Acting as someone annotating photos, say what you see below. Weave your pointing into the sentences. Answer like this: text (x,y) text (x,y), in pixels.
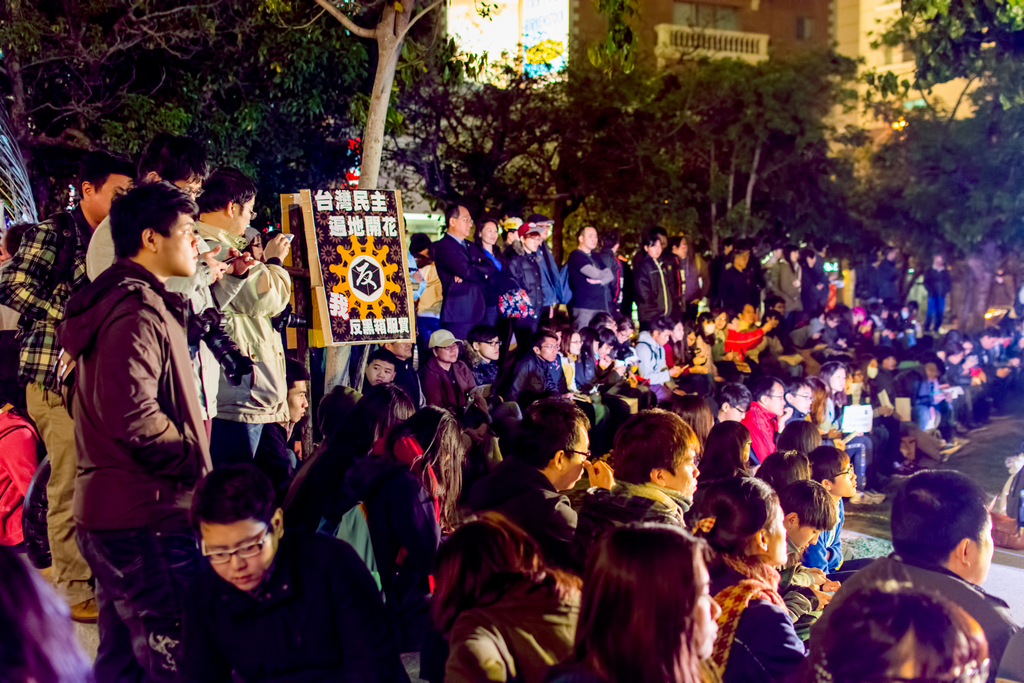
In this image we can see some group of persons (695,421) who are sitting and standing on the floor (408,655) and in the background of the image (579,67) there are some trees (161,81) and buildings (805,0).
